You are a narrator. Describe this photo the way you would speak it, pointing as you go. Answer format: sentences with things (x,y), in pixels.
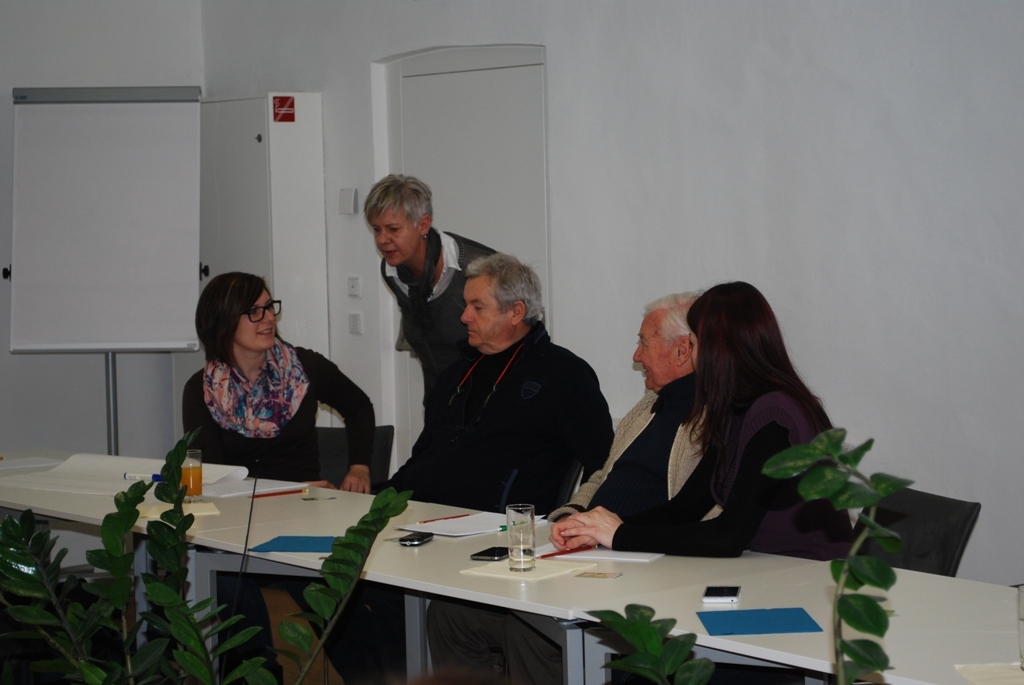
On the background of the picture (830,197) we can see a white wall (825,185) and a door (434,134) and cupboard (234,160) and a white board (147,214). This is a socket (352,281). Here we can see four persons (603,425) sitting on the chairs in front of a table (482,583). On the table (634,591) we can see a glass (532,536), papers (216,485), mobile (718,590) and a marker (156,475) and a glass of juice (191,494) and a chart paper (118,479). Behind to these persons (528,426) we can see one woman (419,343) behind. This is a plant (129,635).
